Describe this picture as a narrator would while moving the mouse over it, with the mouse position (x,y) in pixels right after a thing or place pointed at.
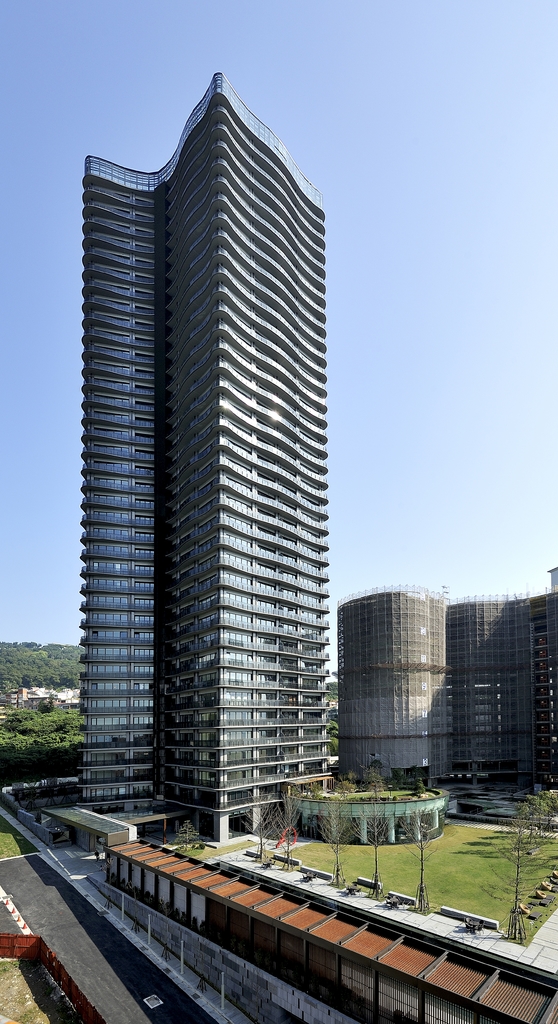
In this picture I can see there are two buildings (278,665), it is a multi storied building (193,518) and it has glass windows (178,742), there is another building (403,640) constructed at right side (394,643) and there is grass (461,873) on the floor (465,867), the trees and there is a road (91,956) here on to left (105,920) and there are few trees (26,674) in the backdrop (10,654).
